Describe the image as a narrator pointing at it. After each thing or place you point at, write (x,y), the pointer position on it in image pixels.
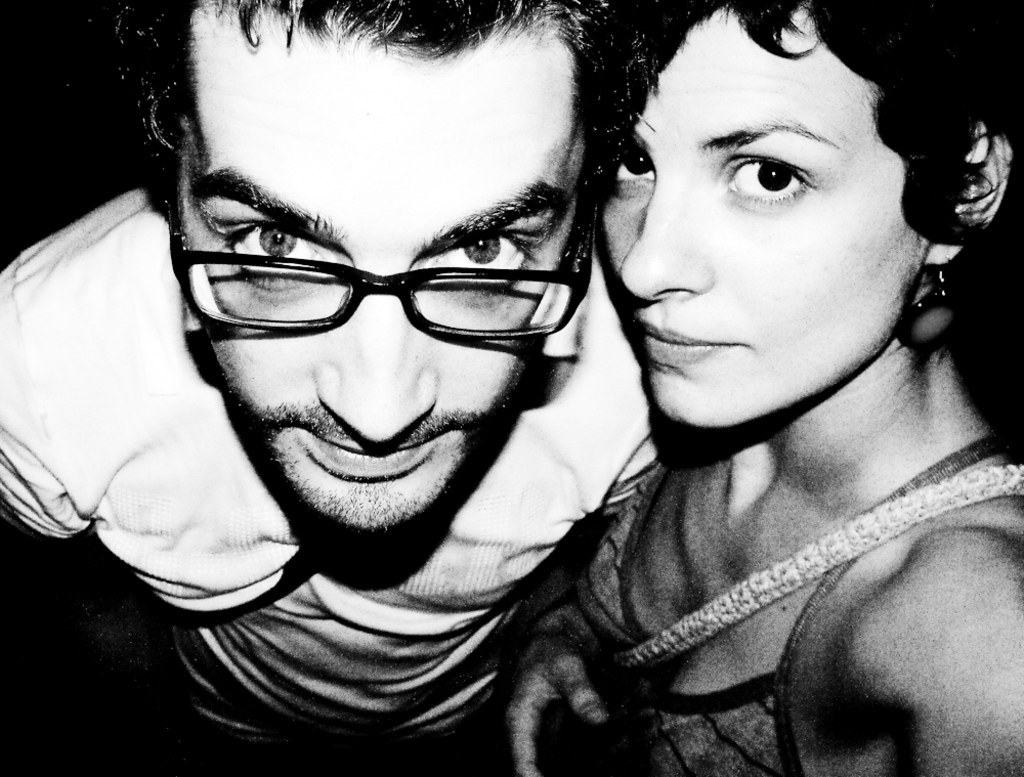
It looks like a black and white picture. We can see there are two people (463,592) and behind the people (271,309) there is a dark background (1003,327).
